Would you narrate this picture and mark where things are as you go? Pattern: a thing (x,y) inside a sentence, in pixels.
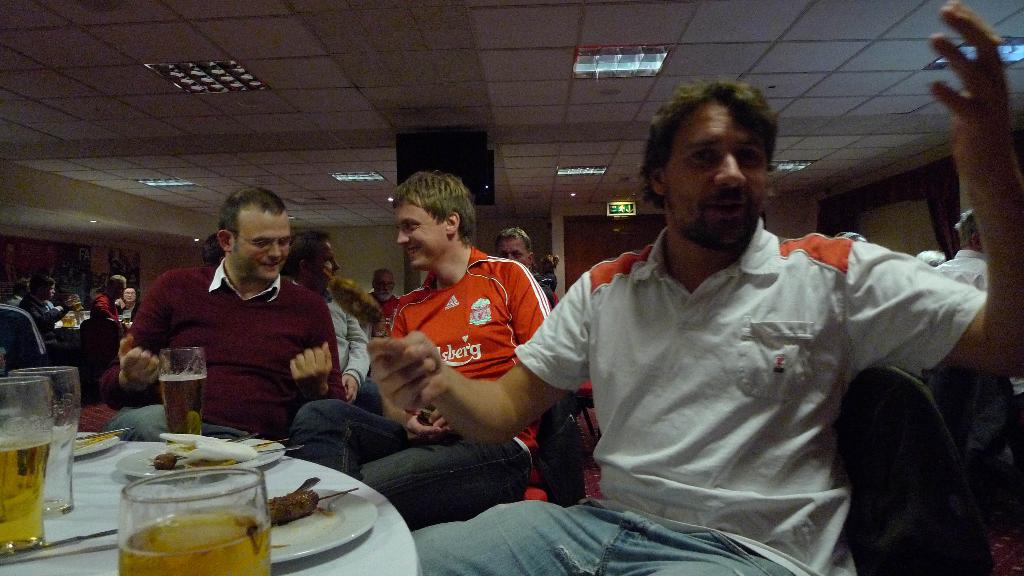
As we can see in the image there are group of people (200,336) here and there sitting on chairs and there are tables (387,564). On tables (287,479) there are glasses (170,498), plates (322,545) and dishes (221,466). At the top (221,61) there are lights (225,83).
